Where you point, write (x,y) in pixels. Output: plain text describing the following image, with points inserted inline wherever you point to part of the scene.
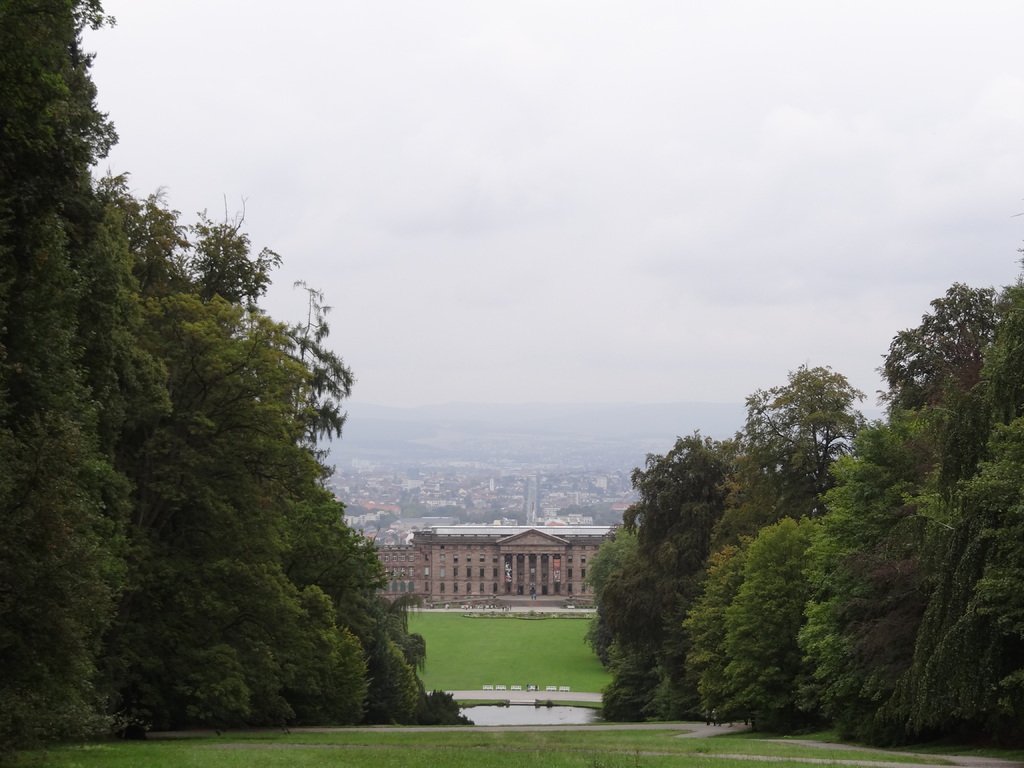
We can see grass (506,637), water (543,710) and trees (1016,625). In the background (392,550) we can see building (496,579) and sky (544,211).
